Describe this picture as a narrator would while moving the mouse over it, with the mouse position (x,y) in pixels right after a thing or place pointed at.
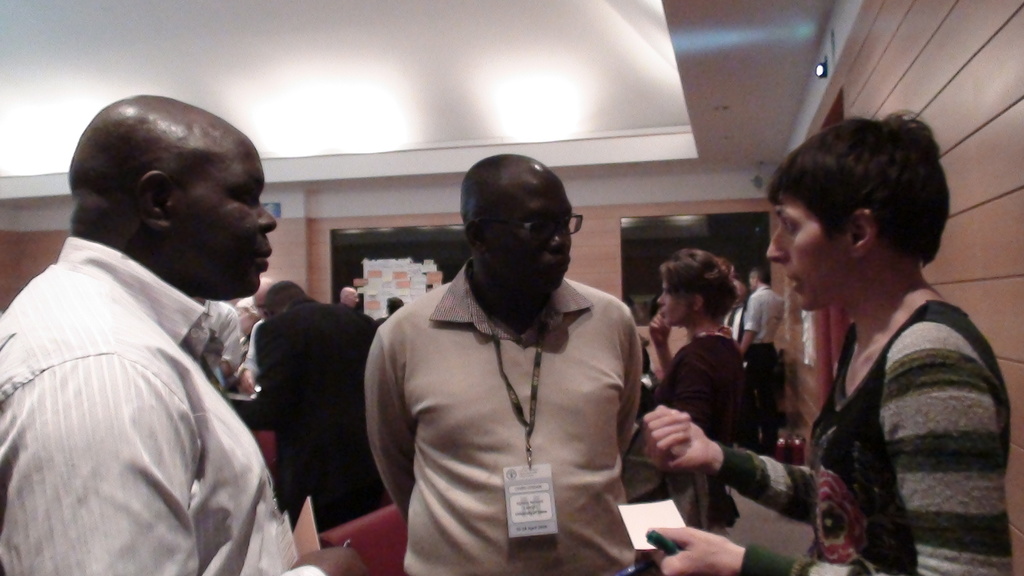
In this image I can see the group of people (283,399) with different color dresses (406,362). I can see one with the specs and identification cards (513,484) and two people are holding the papers (312,523). In the background (383,296) I can see the papers (363,285) to the wall (325,240). To the right (815,75) there is a light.
